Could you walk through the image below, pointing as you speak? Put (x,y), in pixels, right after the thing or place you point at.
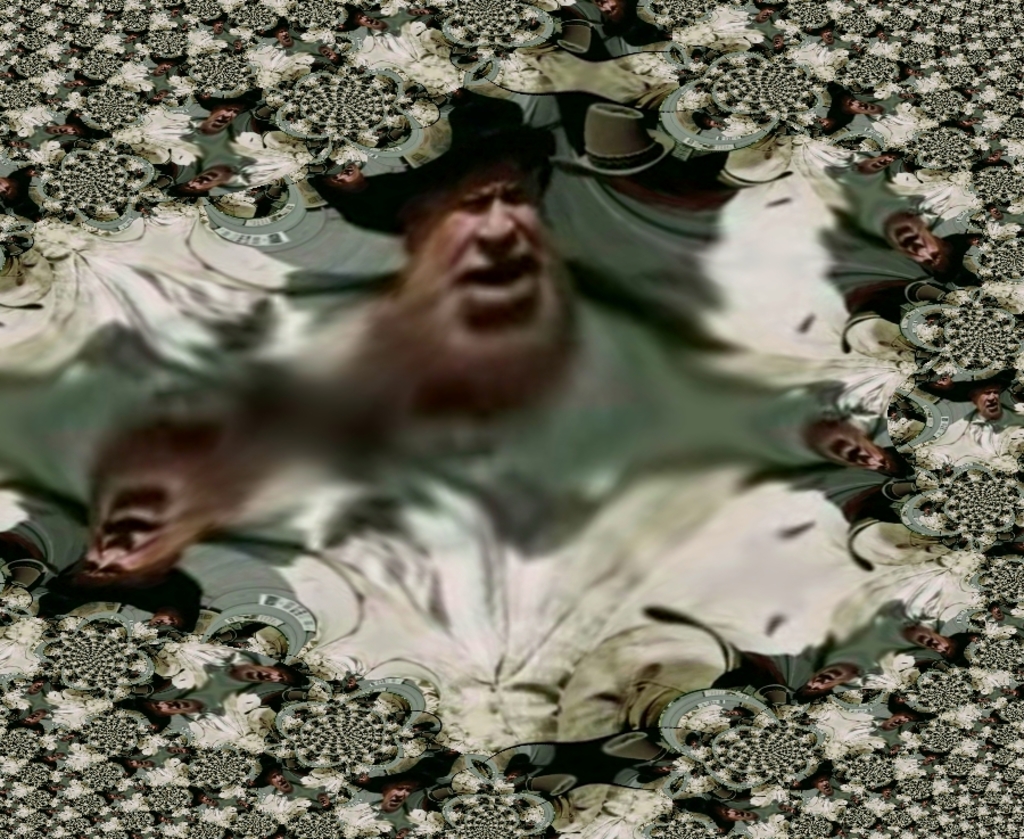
In the picture there are many photos (406,571) of a person (422,563) present.
